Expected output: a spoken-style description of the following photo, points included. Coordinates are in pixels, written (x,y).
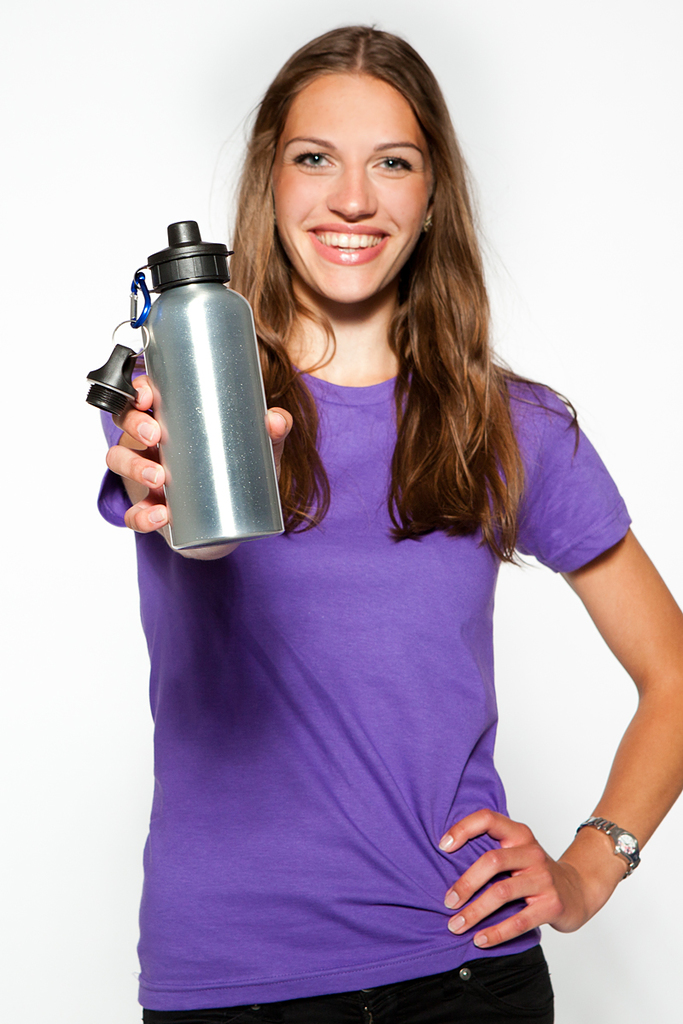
This picture shows a woman (300,307) smiling and holding a bottle (189,426) in her hand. In the background (76,240) there is white color.
